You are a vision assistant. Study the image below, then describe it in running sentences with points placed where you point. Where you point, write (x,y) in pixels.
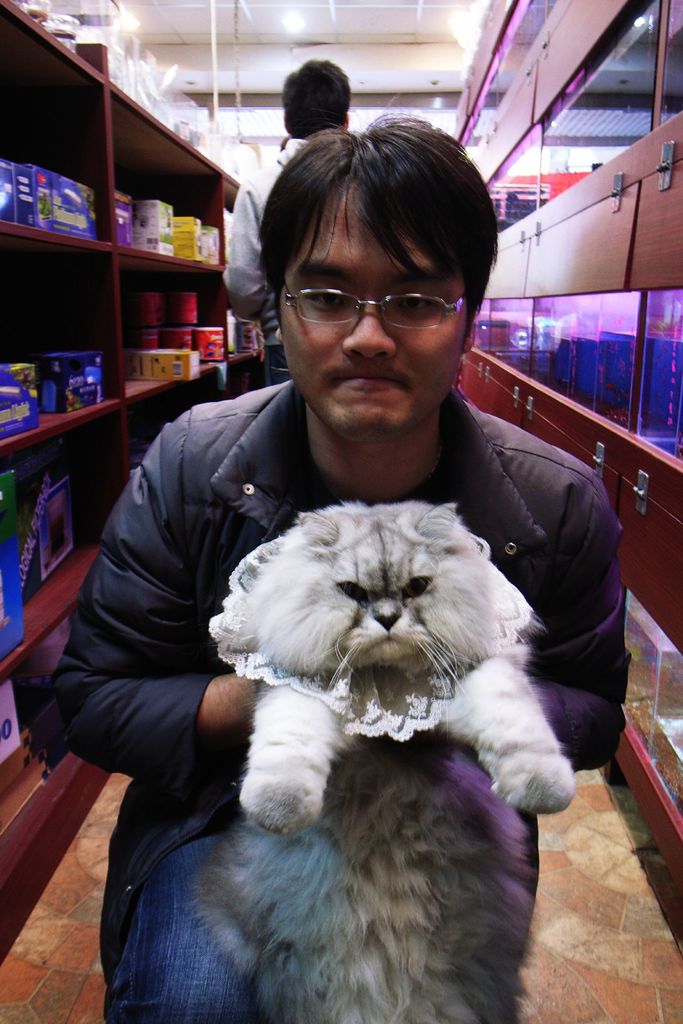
In the center of the image (330,356) we can see a man (203,980) is sitting on his knees (157,1023) and holding a cat (461,877) and wearing a jacket (618,700), spectacles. In the background of the image (628,145) we can see the racks (81,559) and a man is standing. In the racks (559,253) we can see the objects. At the top of the image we can see the roof (466,71) and lights (461,12).
